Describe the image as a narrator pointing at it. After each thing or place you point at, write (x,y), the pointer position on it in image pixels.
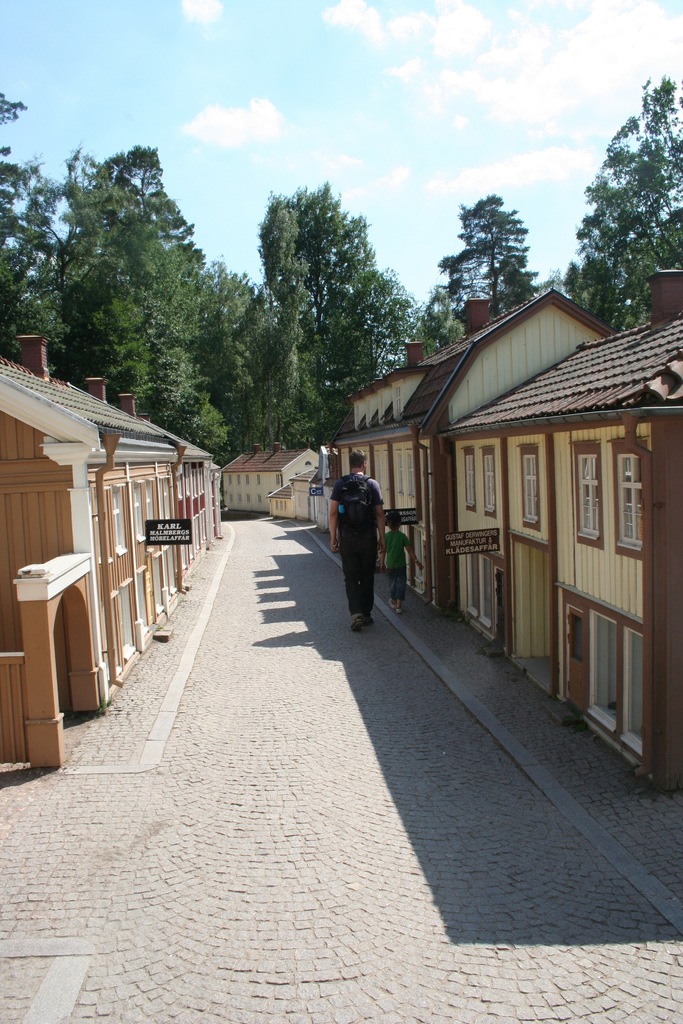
In the center of the image (365,502) we can see persons (402,546) on the road (214,694). On the right (566,478) and left side of the image (179,545) we can see houses (326,495). In the background (283,279) we can see trees (154,227), sky (113,108) and clouds (498,90).
